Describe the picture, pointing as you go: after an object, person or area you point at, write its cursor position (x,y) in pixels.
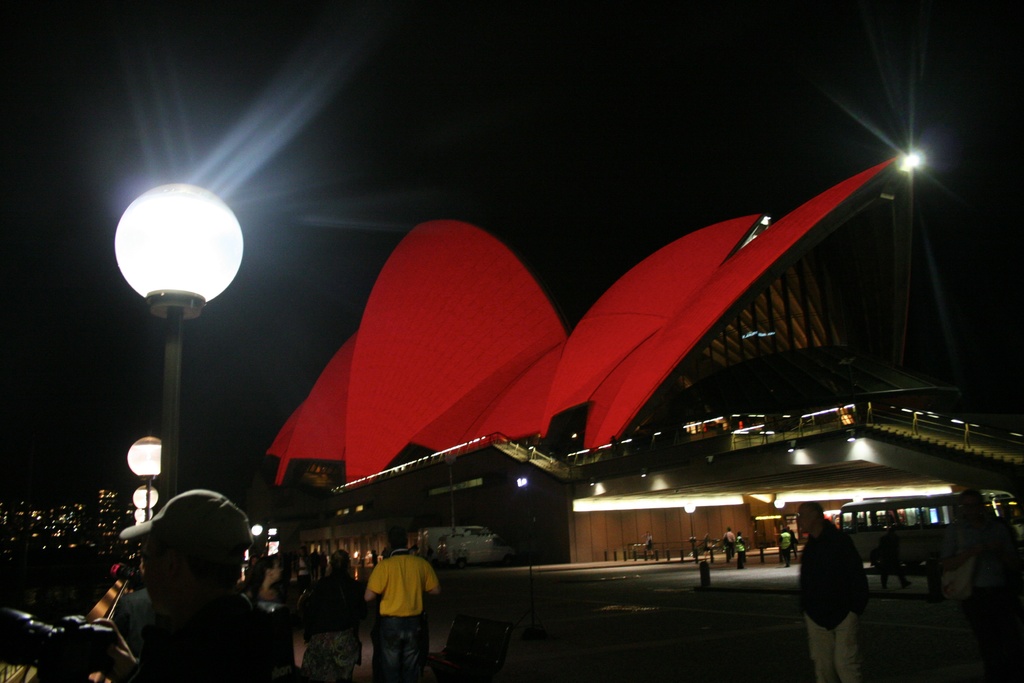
In the foreground (405,563) I can see a crowd (405,563) on the road (487,570), light poles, fence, vehicles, buildings (539,557) and rooftop (516,355). In the background (296,334) I can see the sky (527,192). This image is taken may be during night.
